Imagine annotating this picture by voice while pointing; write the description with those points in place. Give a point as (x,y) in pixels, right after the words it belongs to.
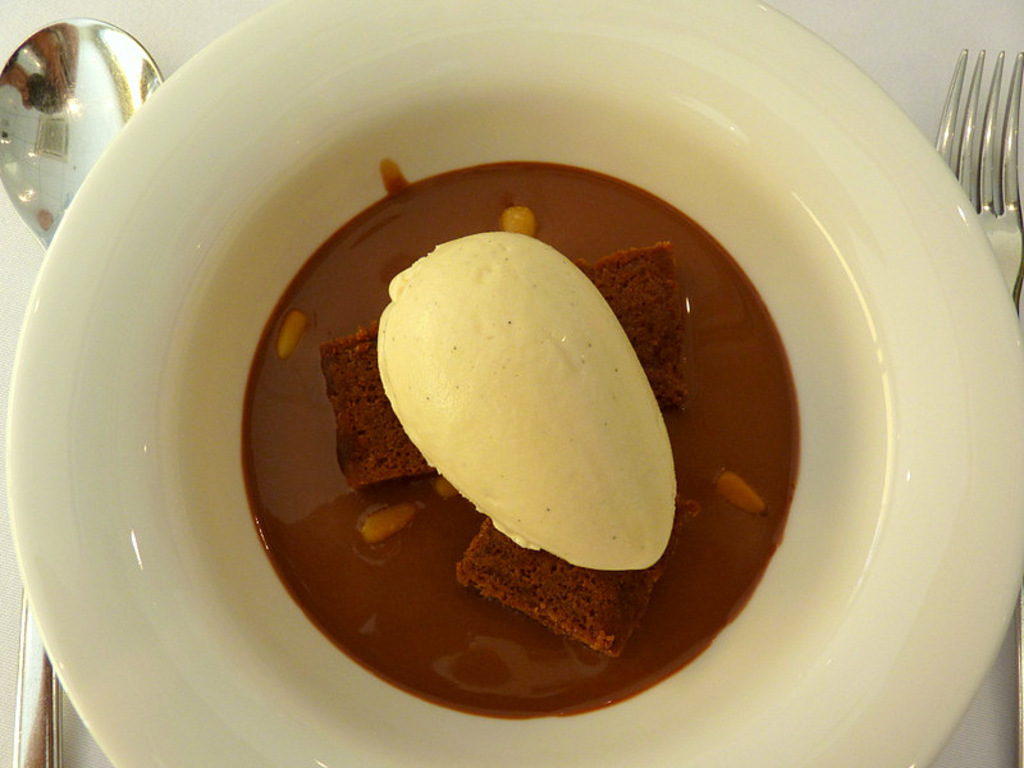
In this image there is a bowl (409,738). In the bowl (59,582) it seems like there are cake pieces (509,600) on which there is cream (506,440). There is a spoon (50,122) on the left side (42,93) and a fork (986,178) on the right side (964,128).
